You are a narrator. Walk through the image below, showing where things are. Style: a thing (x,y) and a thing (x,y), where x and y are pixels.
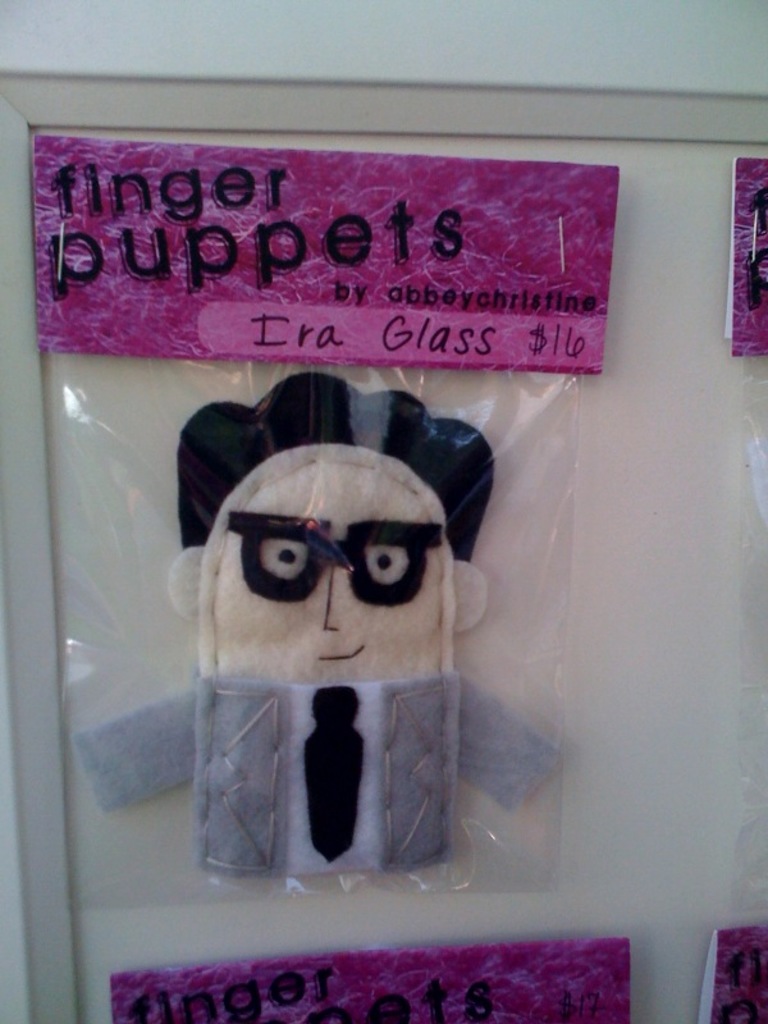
In this image there is a frame (192,938) having a toy (316,835) pinned to the frame (608,319). On the packet (128,379) there is a paper (235,259) having some text (360,238) on it. There are few packets (570,982) pinned to the frame (358,939).
